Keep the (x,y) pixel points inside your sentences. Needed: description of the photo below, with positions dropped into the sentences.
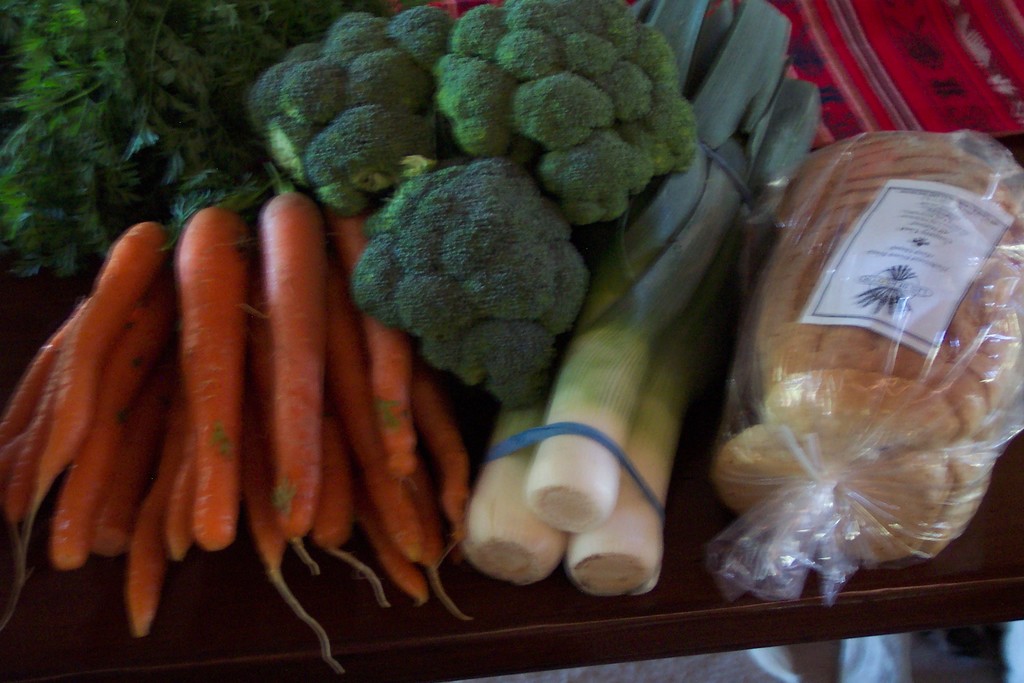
In this image we can see some vegetables (439,423) and pieces of bread (774,449) in a cover (774,464) which are placed on a table (224,577).
